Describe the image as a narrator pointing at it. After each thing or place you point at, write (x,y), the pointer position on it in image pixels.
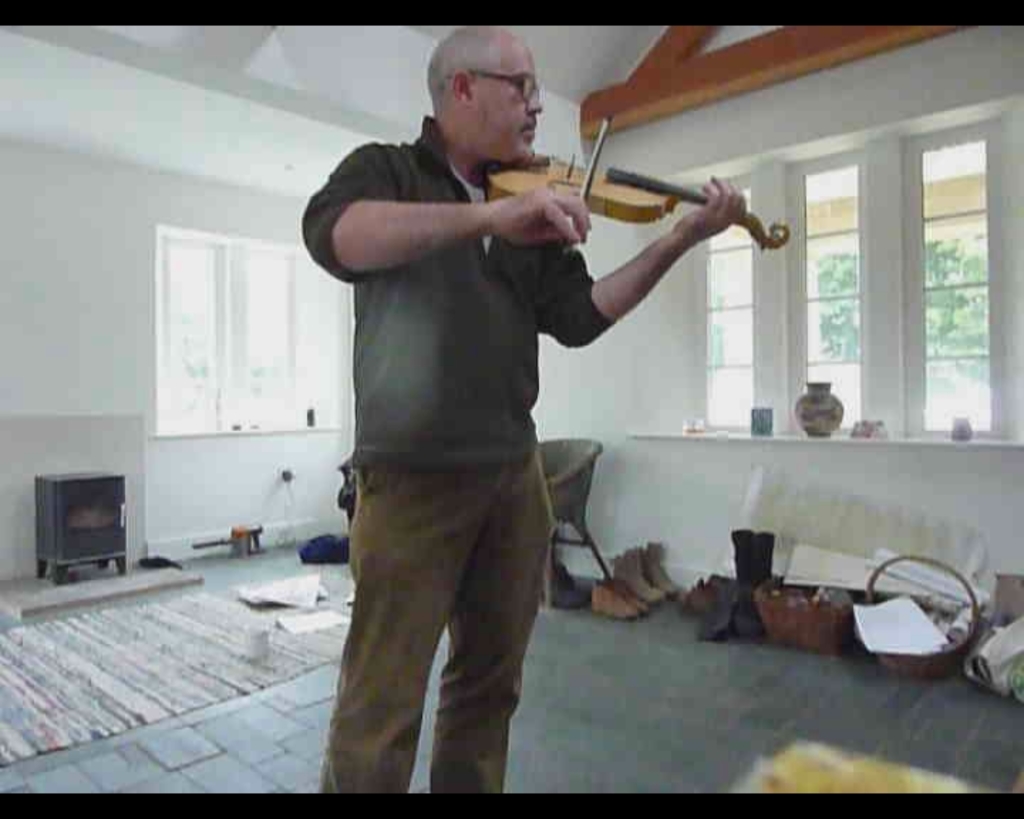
In the image we can see there is a man (407,429) who is holding a violin (563,190) in his hand (544,210) and at the back (226,535) the walls (88,253) are in white colour.
